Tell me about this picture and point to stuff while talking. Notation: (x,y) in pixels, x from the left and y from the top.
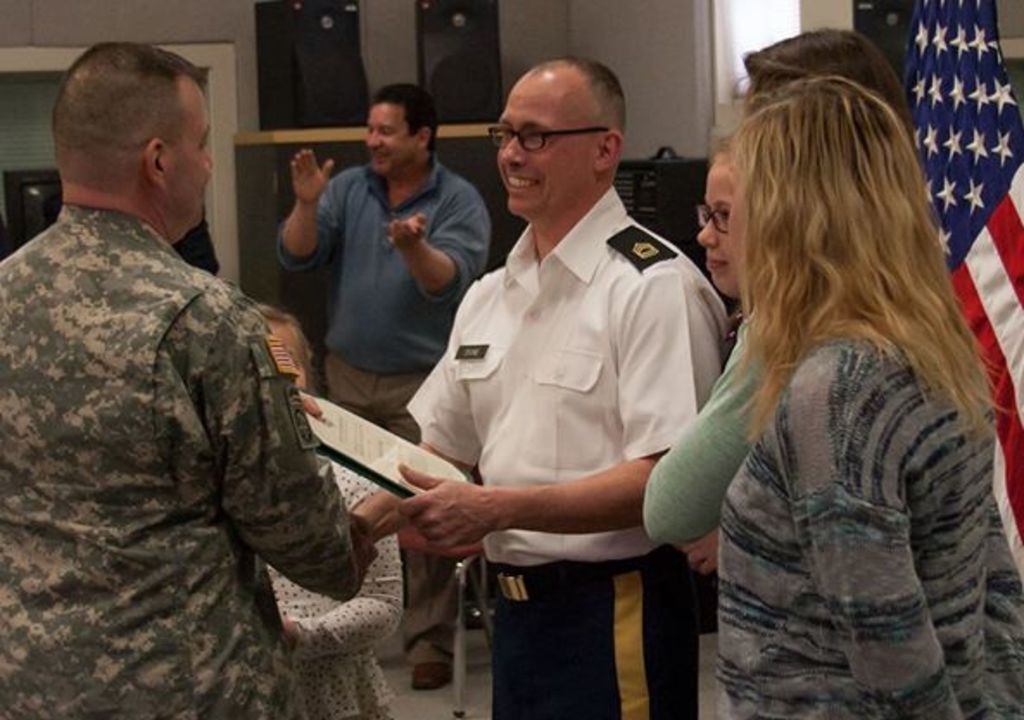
In this image, we can see people (754,362) standing and some are wearing uniforms (430,416) and holding a board (377,430) and one of them is wearing glasses (511,136). In the background (450,14), we can see a flag (960,147) and there are some boxes (357,68) and there is a wall (658,90).
